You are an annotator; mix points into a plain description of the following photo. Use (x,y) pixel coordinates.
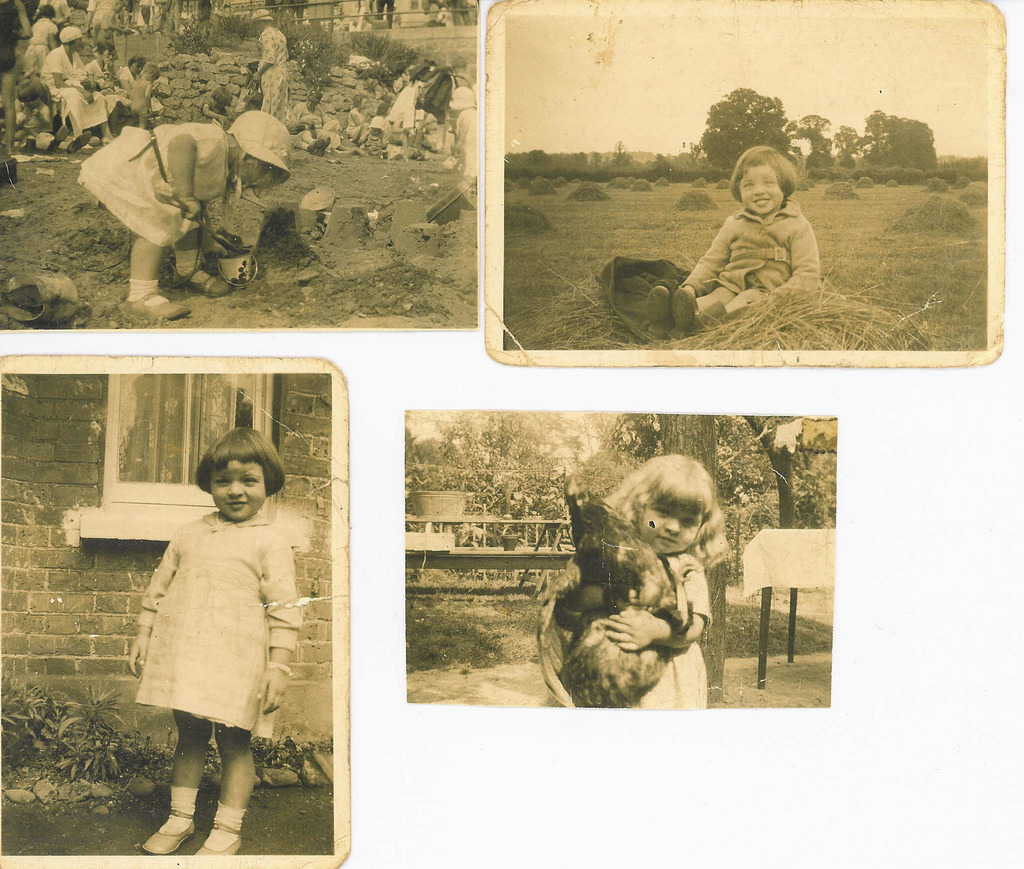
In this picture we can see photos (545,132), in these photos (504,174) we can see people (146,121), stone wall (190,64) and plants (212,32).
